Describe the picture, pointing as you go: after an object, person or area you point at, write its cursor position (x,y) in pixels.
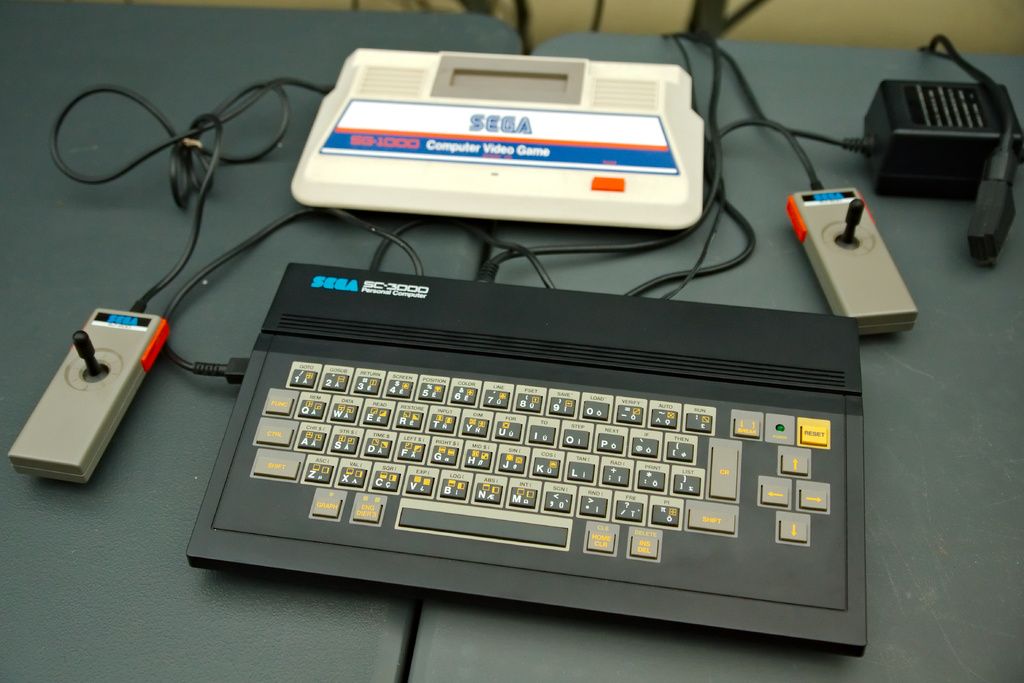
In the center of the image (583,267) we can see a platform (322,599). On the platform (64,99), we can see one keyboard (515,470), wires (153,148) and some objects (598,211). In the background (1007,47) there is a wall (937,2).
